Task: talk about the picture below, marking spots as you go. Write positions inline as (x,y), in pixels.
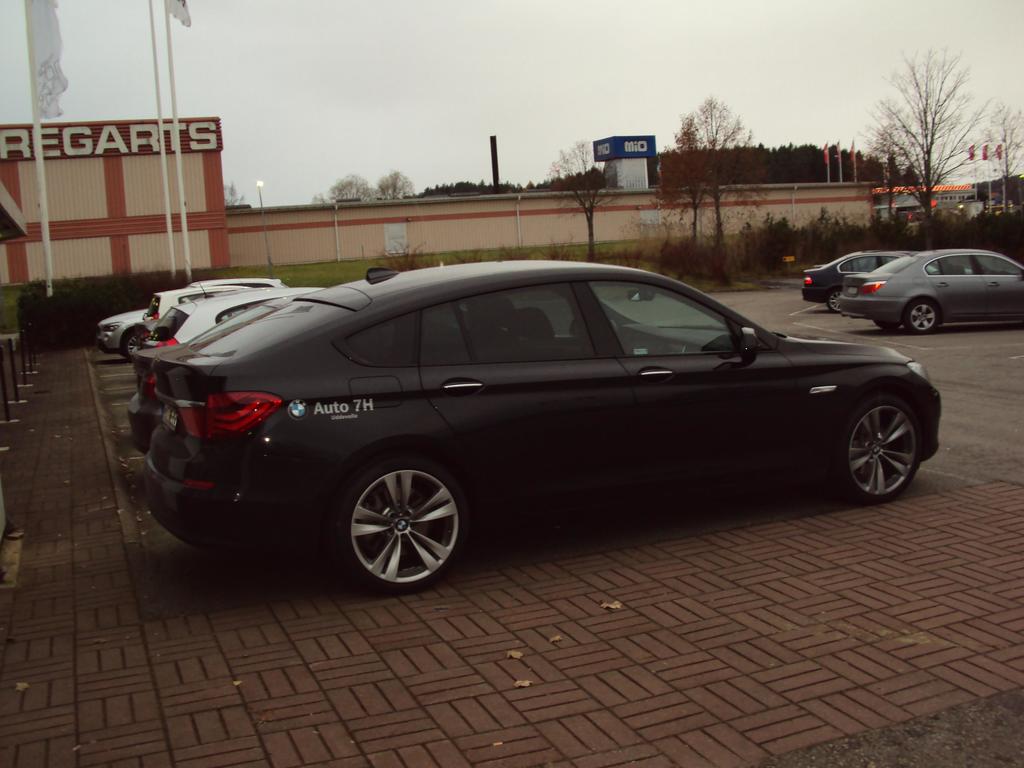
There are cars (541,436) in the middle of this image (464,383). We can see a wall (565,235) and trees (682,204) in the background (609,216). The sky (566,118) is at the top of this image (348,119).
